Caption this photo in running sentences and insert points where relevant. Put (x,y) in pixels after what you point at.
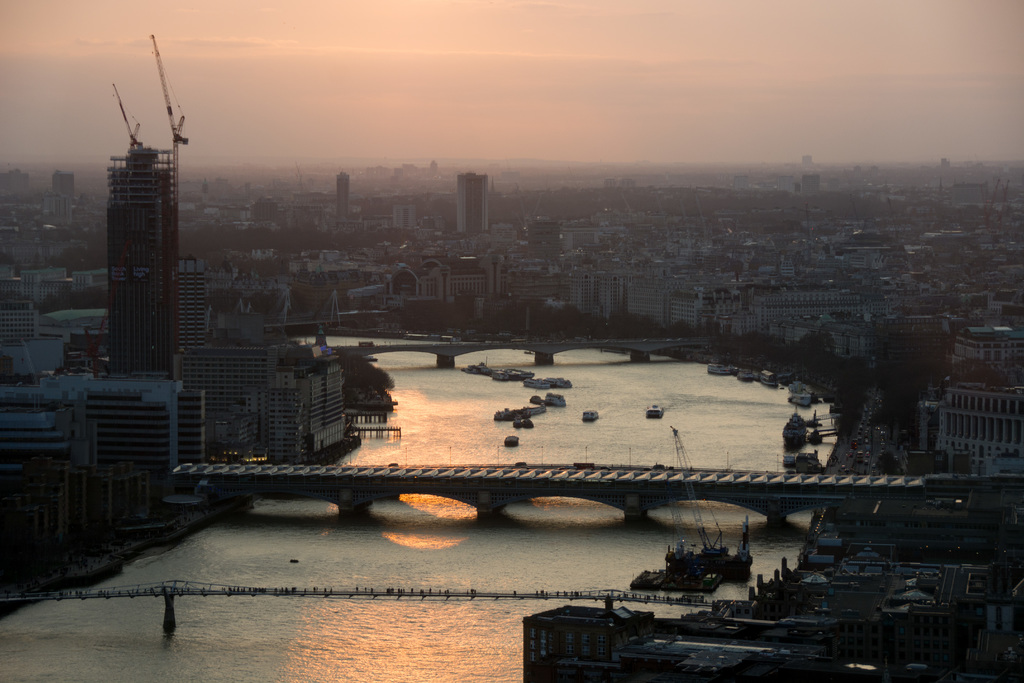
Here in this picture we can see a view through which we can see the city (103,271) full of buildings (784,580) and houses (1001,411) over there and in the middle (468,400) we can see a river (491,394) as we can see water (491,394) present all over there and in between that we can see bridges (528,479) present and we can also see boats (525,426) in the river (624,413) and we can see clouds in the sky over there.
